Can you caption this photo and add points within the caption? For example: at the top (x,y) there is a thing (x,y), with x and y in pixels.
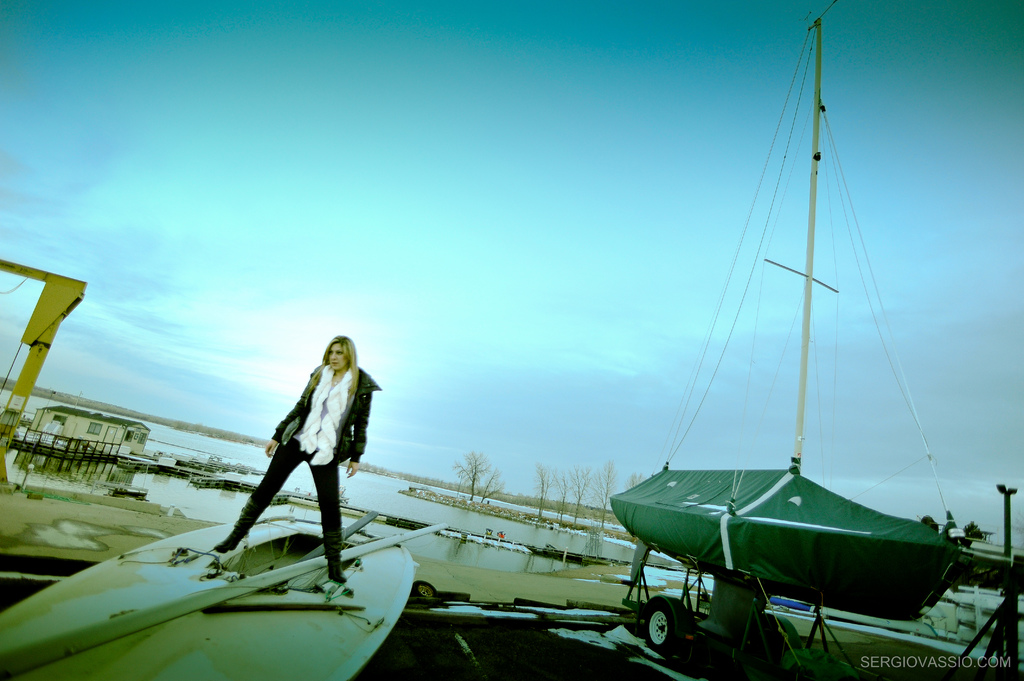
At the bottom of the image (39,607) we can see a vehicle (820,561) and a person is standing on a boat (247,545) and wearing a jacket (354,447). In the background of the image (522,495) we can see the water (430,511), trees (564,493), house (59,413), railing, boats (859,577), crane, poles (1006,538), ropes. At the top of the image (360,121) we can see the clouds (147,267) in the sky (625,134). In the bottom right corner (978,661) we can see the text (929,664).
